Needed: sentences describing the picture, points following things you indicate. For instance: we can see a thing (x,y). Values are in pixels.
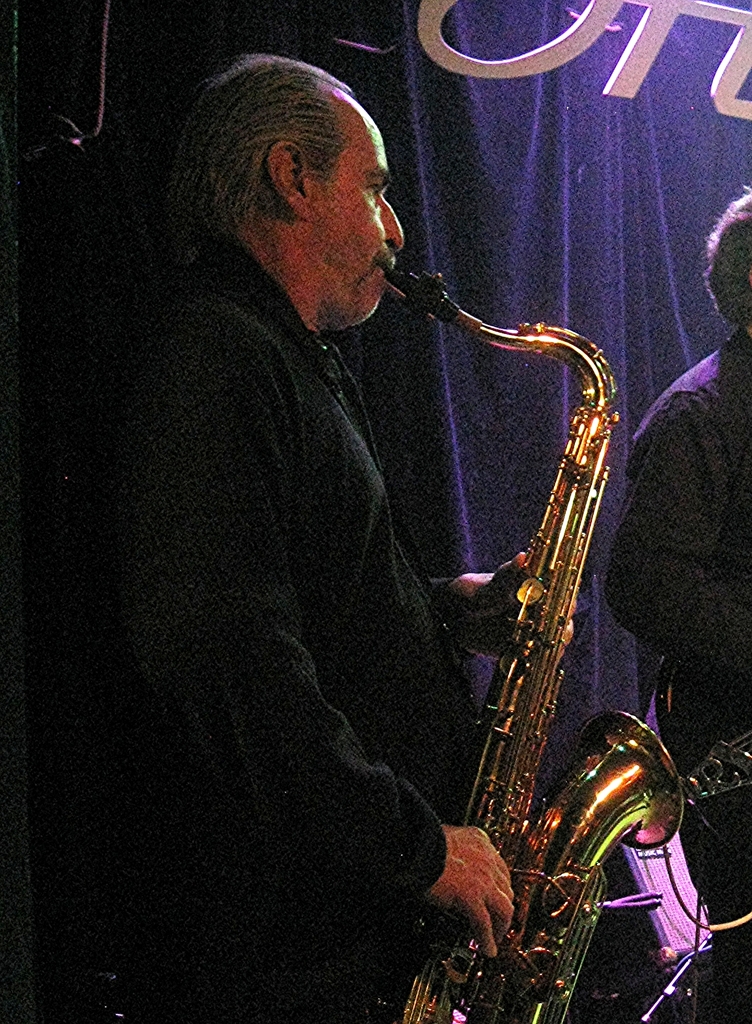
In this image I can see a man (422,618) is playing the saxophone (523,701), he wore black color coat (267,584). On the right side (697,559) there is another person (711,545) and there is a blue color curtain (586,259), in this image.
